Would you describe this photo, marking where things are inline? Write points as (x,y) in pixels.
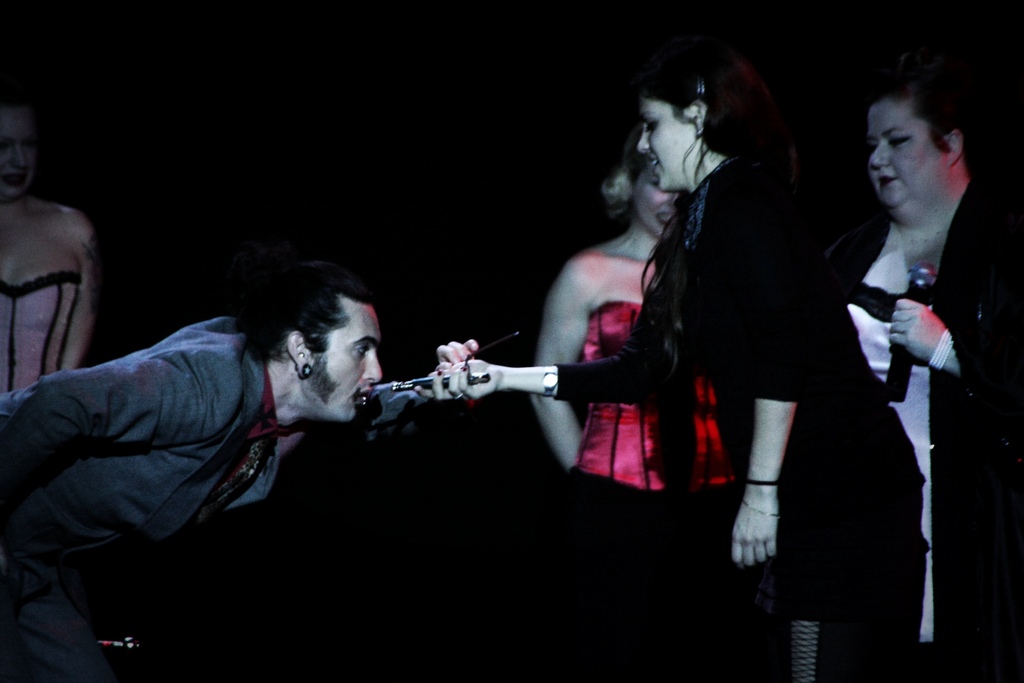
In this image I can see a man (245,302) and four women (52,285) are standing. On the right side of this image (869,365) I can see one of them is holding a mic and in the centre (469,347) I can see she is holding a black colour thing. I can also see this image is little bit in dark.
